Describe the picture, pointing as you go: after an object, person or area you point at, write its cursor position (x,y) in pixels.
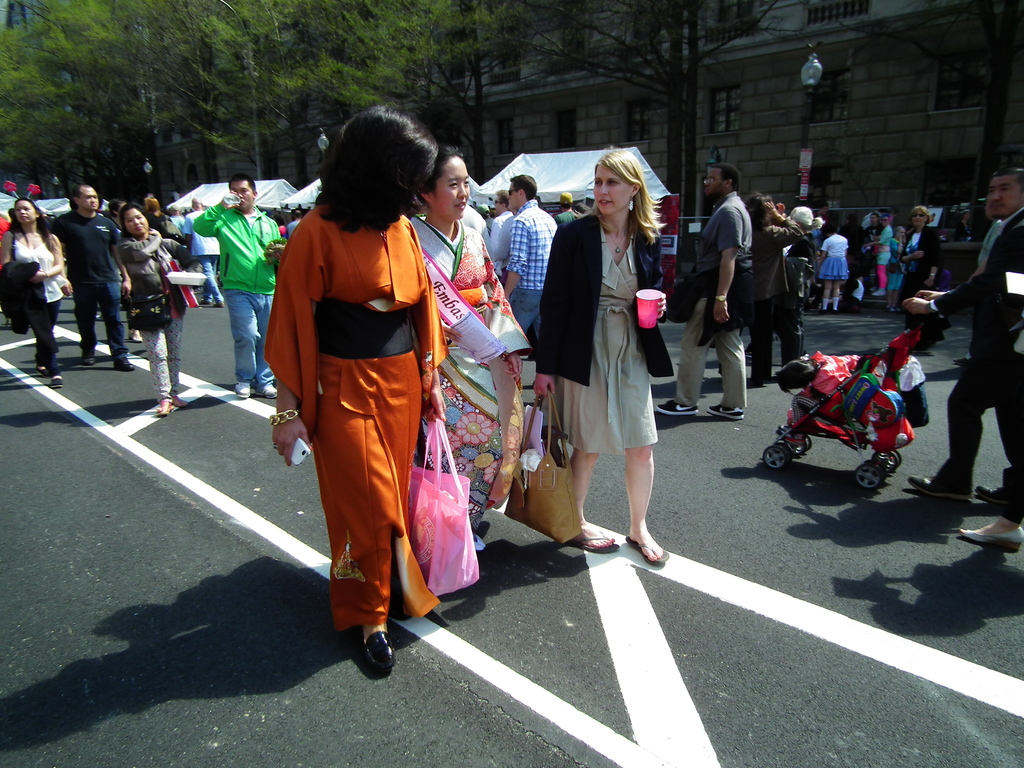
In this picture I can see there are few people (425,392) walking and they are holding carry bags (438,576) and there is a man (1000,275) holding a trolley (850,436) and there is a building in the backdrop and there are trees (147,129).
